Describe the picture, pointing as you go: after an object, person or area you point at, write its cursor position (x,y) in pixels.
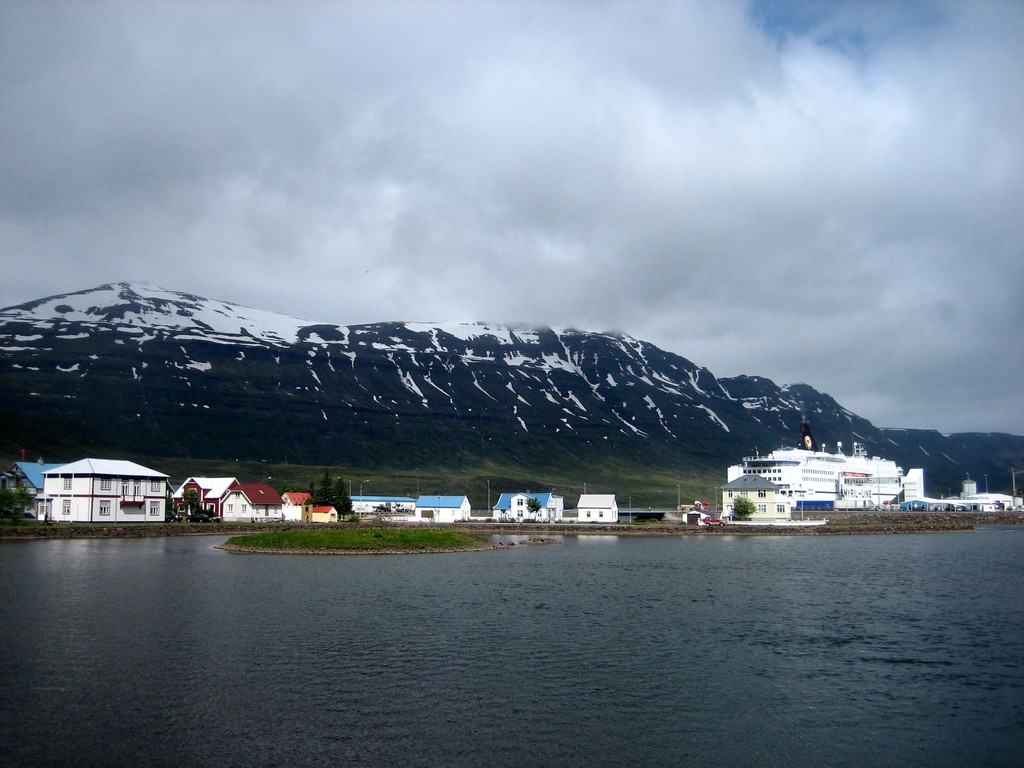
In this picture i can see water (537,597), houses (558,504) and trees (321,492). On the right side (807,502) i can see white color ship (813,465). In the background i can see mountains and sky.
